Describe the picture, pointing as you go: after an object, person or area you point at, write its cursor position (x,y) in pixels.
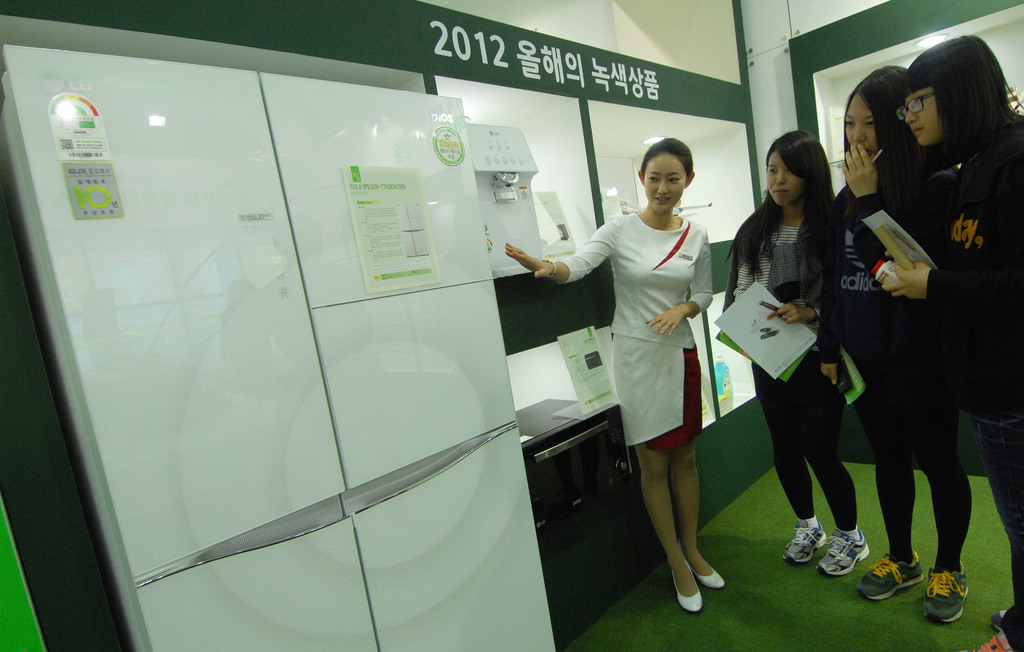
Here in this picture we can see a group of women (857,224) standing on the floor (753,551) and we can see some people (848,312) are holding books (767,311) in their hands (805,313) and in front of them we can see a refrigerator (40,108) present, as we can see a woman (641,265) is explaining about that and we can also see a microwave oven (619,455) present in the rack (520,377) and other electronic items (488,207) also present in racks (715,235) and we can see lights (933,43) also present.
